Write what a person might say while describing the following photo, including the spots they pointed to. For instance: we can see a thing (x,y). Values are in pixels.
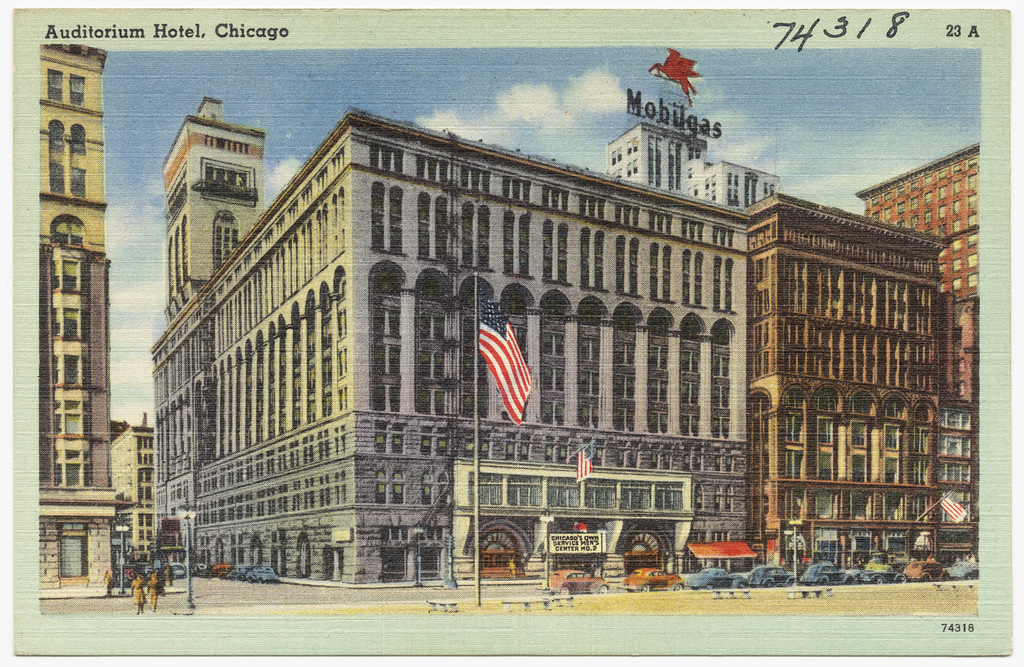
In this picture I can see a poster (566,442), there are vehicles (903,582) on the road (903,582), there are boards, flags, there are buildings (797,289), and in the background (375,67) there is the sky (455,72) and there are words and numbers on the poster (630,560).
